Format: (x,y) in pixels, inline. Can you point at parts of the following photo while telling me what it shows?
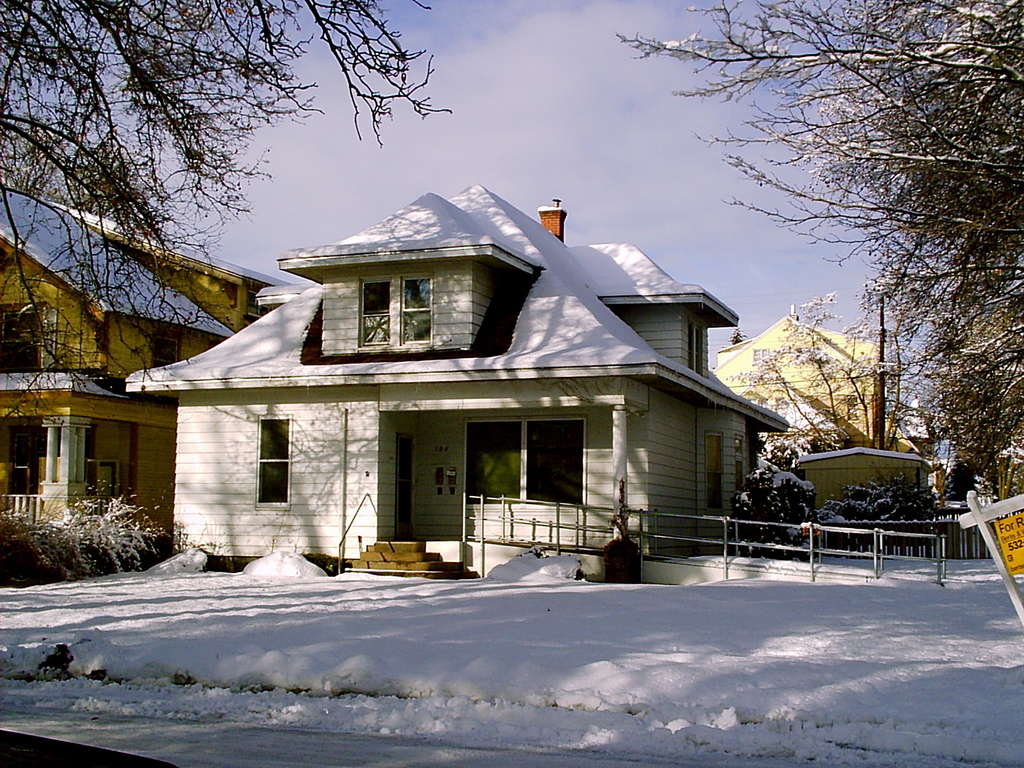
This picture shows few houses (480,437) and trees (937,118) and we see plants (100,521) and snow (110,618) and a blue cloudy sky (598,107) and we see a board (999,520) on the side with some text (1011,545) on it.
